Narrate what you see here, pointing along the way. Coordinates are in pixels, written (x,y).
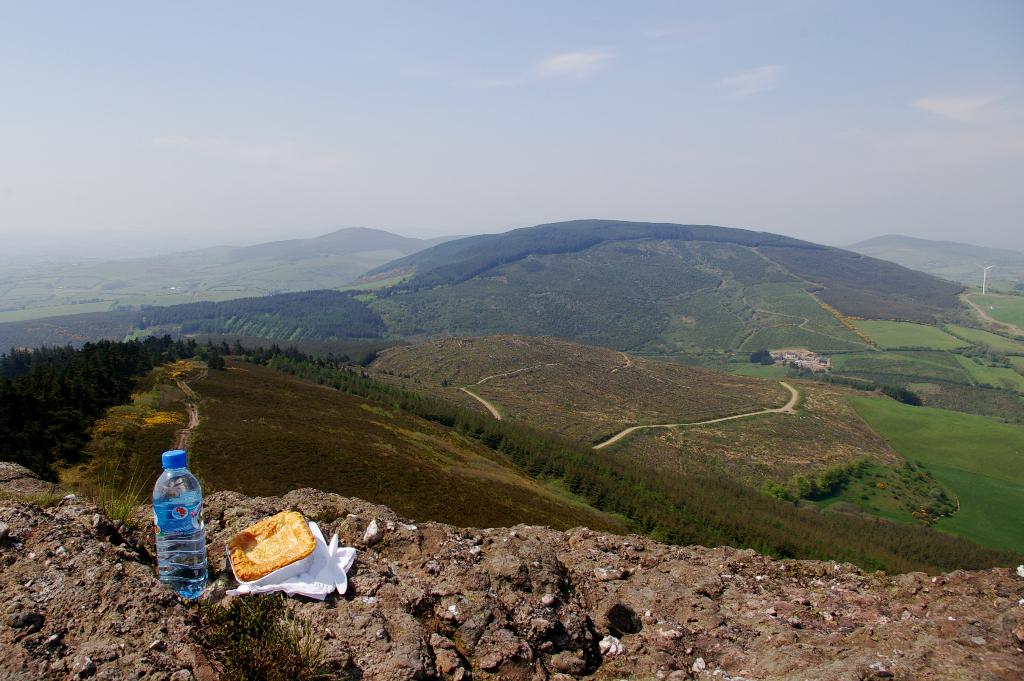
In the foreground of this image (342,568), there is a bottle (190,551), and some food (308,552), tissues (330,572), spoons (337,582) on the ground (389,586). In the background (287,433), there are trees (233,357), mountains (546,261), the sky (587,186) and the cloud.
